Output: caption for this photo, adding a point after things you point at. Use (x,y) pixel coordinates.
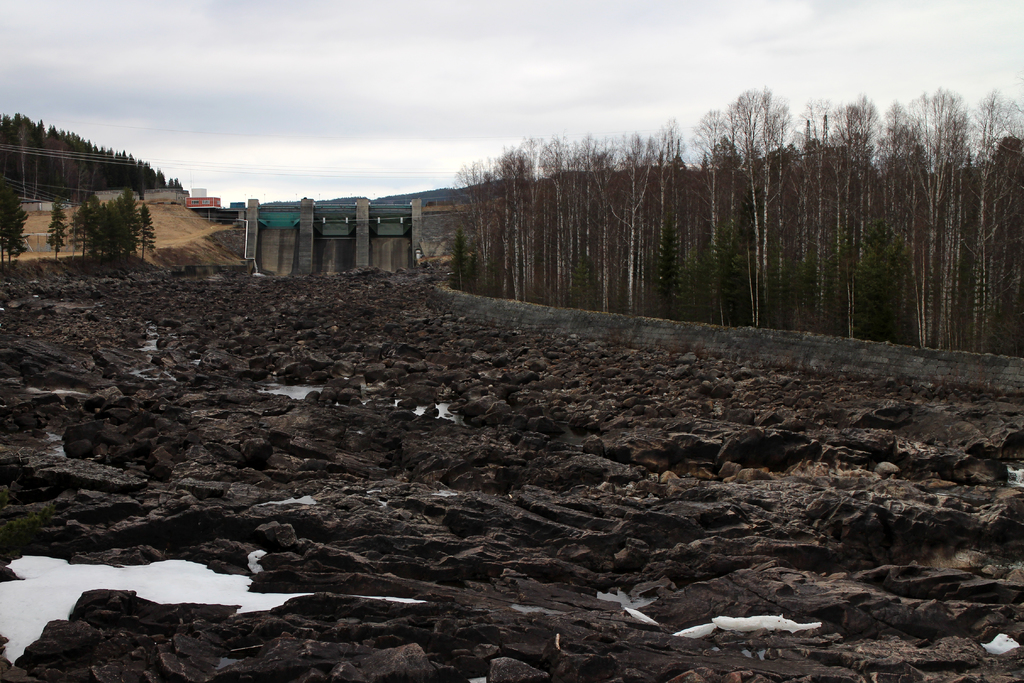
In the image there is a rock surface (477,411) and on the right side (831,236) there are many trees (639,261), in the background (258,272) it looks like a dam (344,241) and on the left side (184,208) there is a lot of sand surface (181,214), behind that there are many trees (119,175).
